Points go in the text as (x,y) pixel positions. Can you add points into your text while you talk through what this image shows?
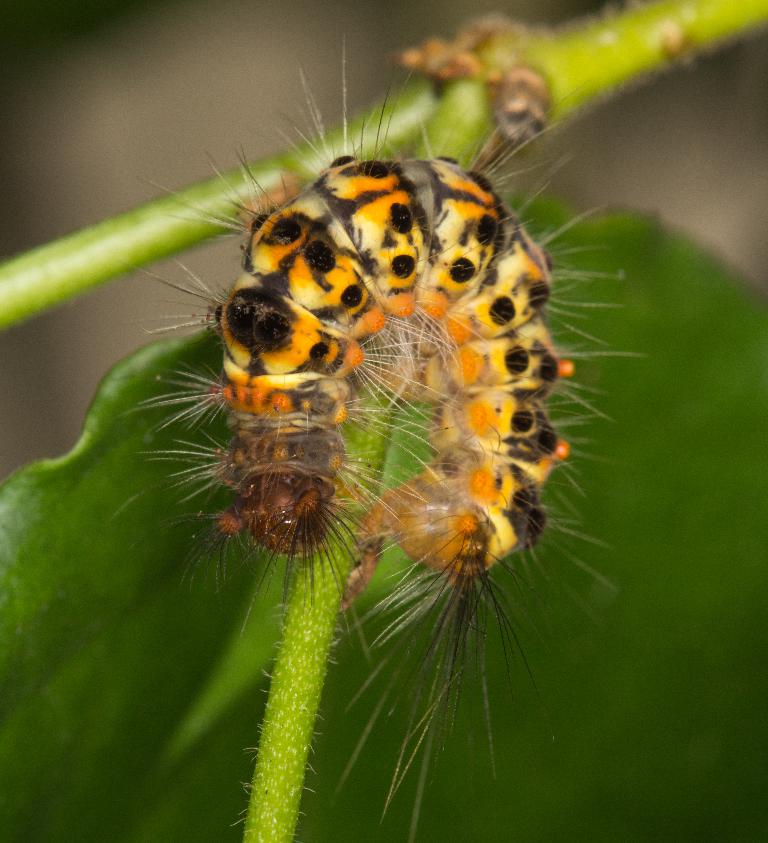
In the foreground of this image (409,498), there is an insect (377,377) on the stem (303,627). Behind it, there is a leaf (576,748).
